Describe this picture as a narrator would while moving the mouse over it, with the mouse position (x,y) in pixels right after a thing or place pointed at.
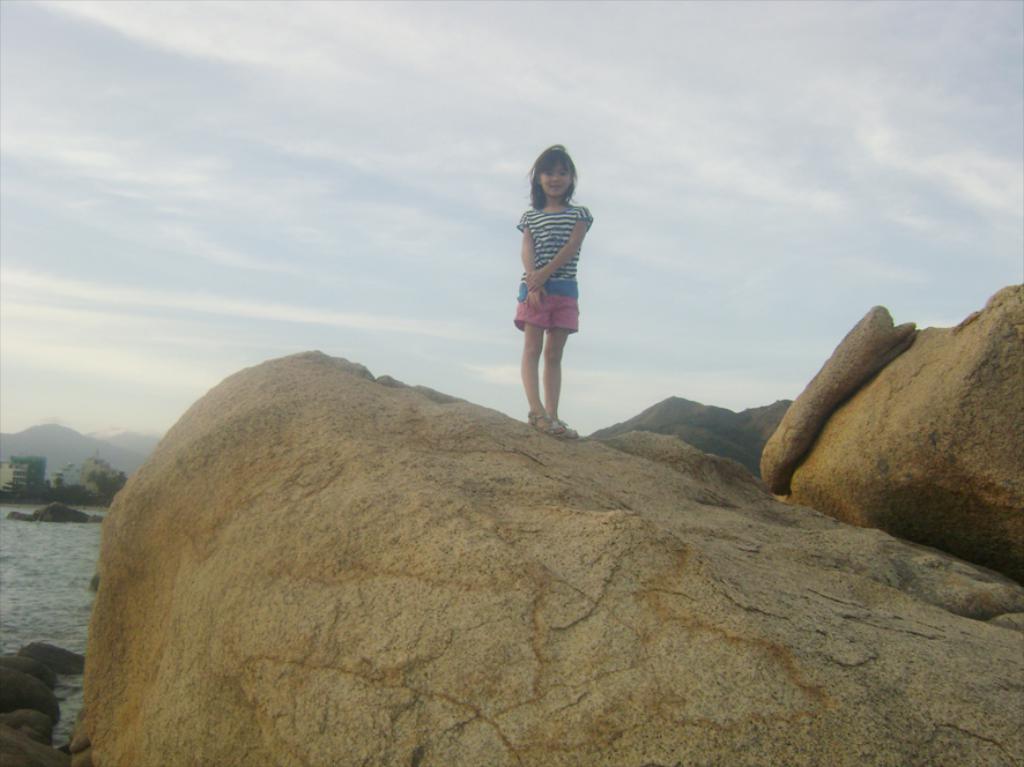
In the foreground (549,360) I can see a girl (551,315) is standing on a rock (555,503) and I can see water (45,600). In the background (78,459), I can see buildings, mountains (701,436) and the sky (735,205). This image is taken, maybe near the lake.
